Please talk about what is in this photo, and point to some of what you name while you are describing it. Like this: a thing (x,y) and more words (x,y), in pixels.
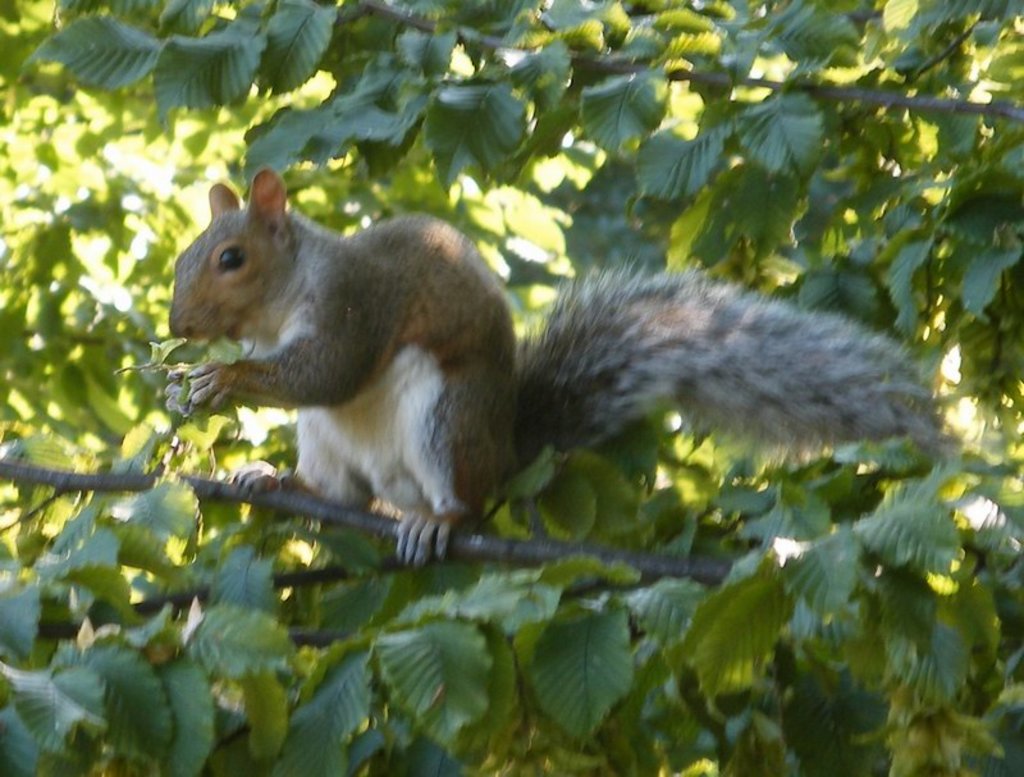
In this picture I can observe a squirrel (315,369) on the branch (98,476) of a tree (759,535) in the middle of the picture (398,434). In the background (309,572) I can observe tree (192,213).
